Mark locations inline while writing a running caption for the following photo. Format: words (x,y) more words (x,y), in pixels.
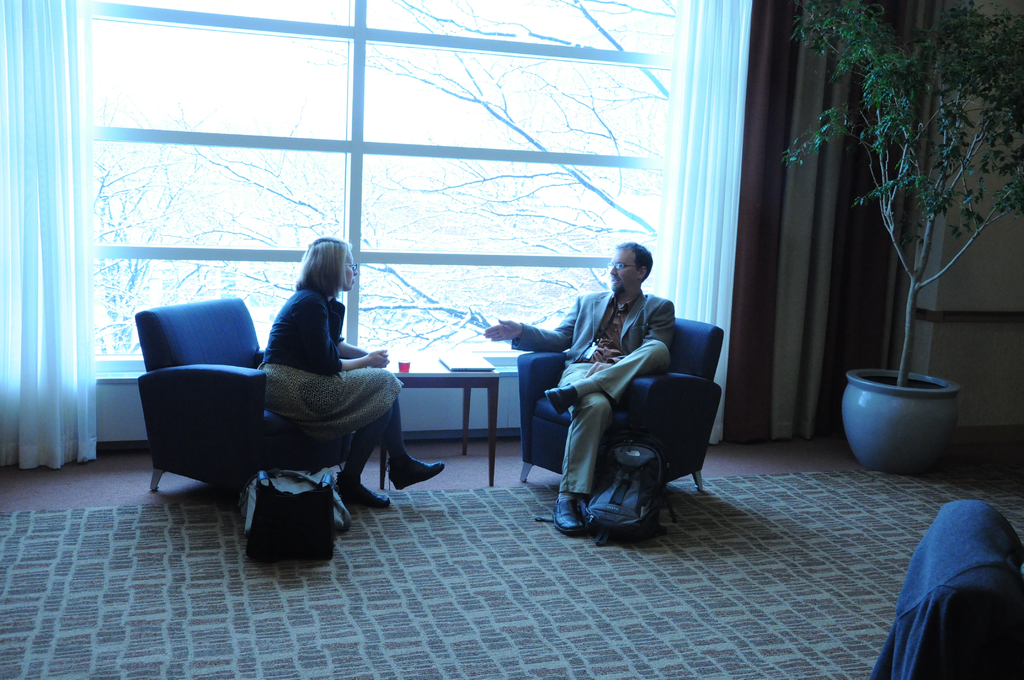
An indoor picture. These two persons (355,346) are sitting on a chair (179,390). On this table (451,378) there is a glass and laptop (465,365). Beside this chairs (196,393) there are bags (281,543). This is plant (914,342). Floor (776,453) with carpet (776,513). Window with curtain (745,172). From this window (193,230) we can able to see bare tree (440,270).
